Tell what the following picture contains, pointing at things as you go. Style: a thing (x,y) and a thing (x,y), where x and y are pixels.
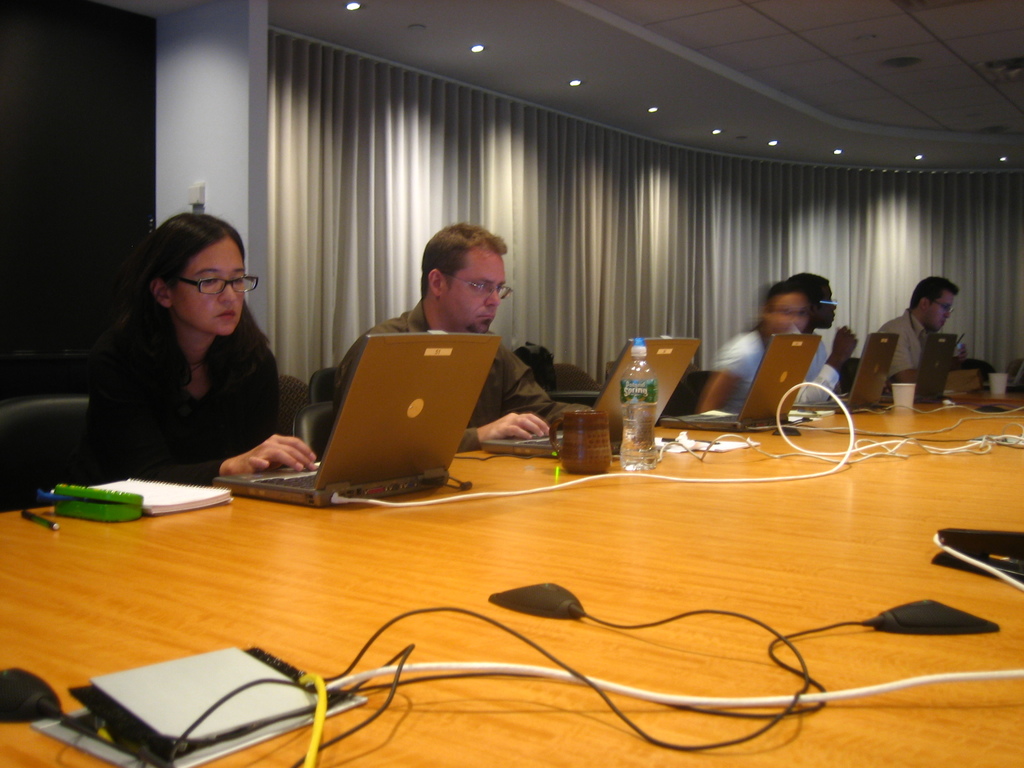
Bottom of the image (866,717) there is a table (510,574) on the table (157,546) there are some wires (1011,445) and laptops (628,369) and bottles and cups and there are some books (204,500) and pens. In the middle of the image (472,277) few people (500,286) are sitting on chairs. Behind them there is a curtain (512,170). At the top of the image (953,98) there is a roof (955,115) and lights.
